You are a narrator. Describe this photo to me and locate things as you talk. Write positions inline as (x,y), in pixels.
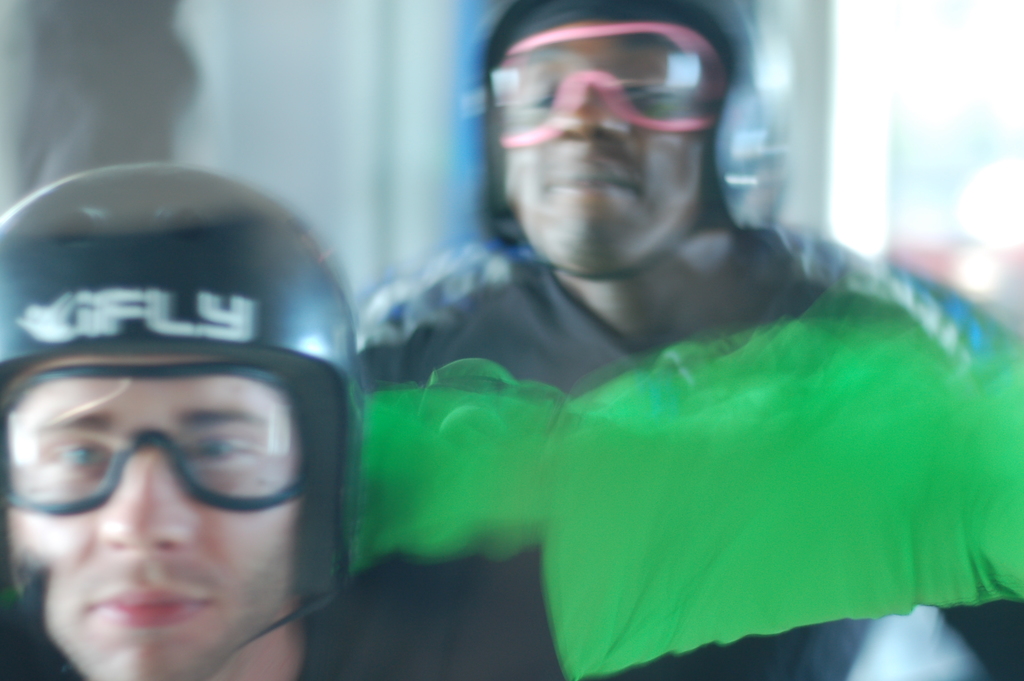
As we can see in the image in the front (500,405) there are two people (561,206) wearing helmets (167,281) and in the background (356,82) there is a wall (330,115).
